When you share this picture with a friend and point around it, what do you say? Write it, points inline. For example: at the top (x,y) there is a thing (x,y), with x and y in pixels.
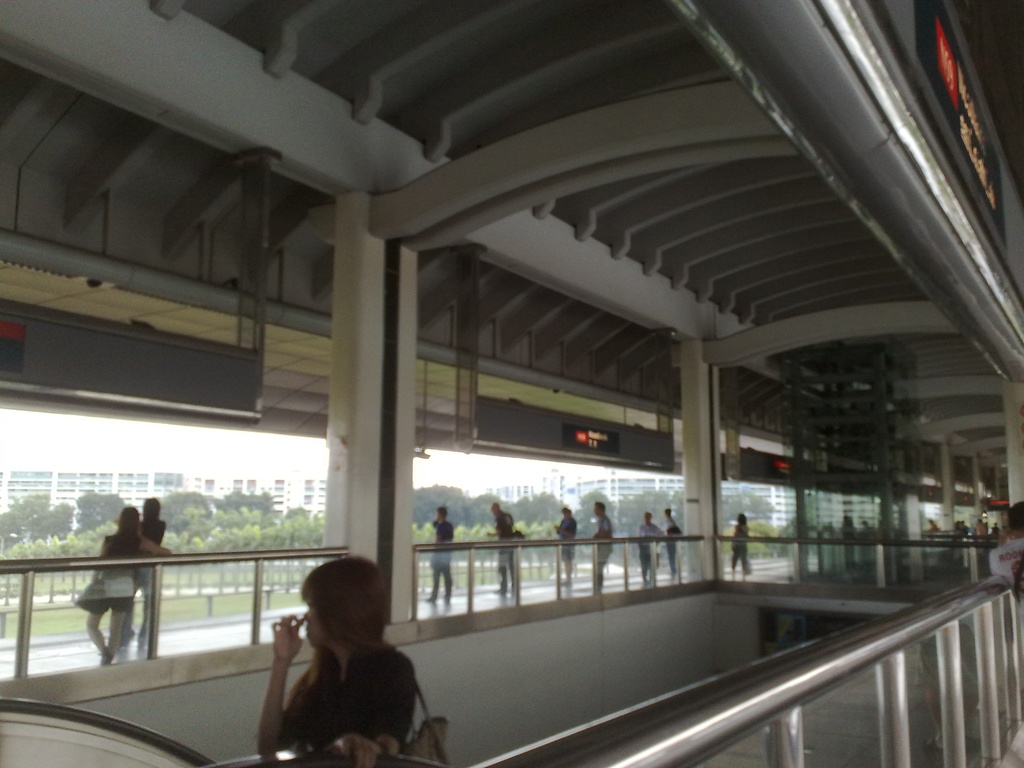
This image consists of many people (394,751). In the front (369,684), there is a woman (358,724) wearing a handbag (413,735). At the bottom (741,703), we can see a handrail (901,647). At the top (633,243), there is a shed (647,315) and there are digital screens (17,344). In the background (19,532), we can see many trees (509,506) and buildings (95,491).
